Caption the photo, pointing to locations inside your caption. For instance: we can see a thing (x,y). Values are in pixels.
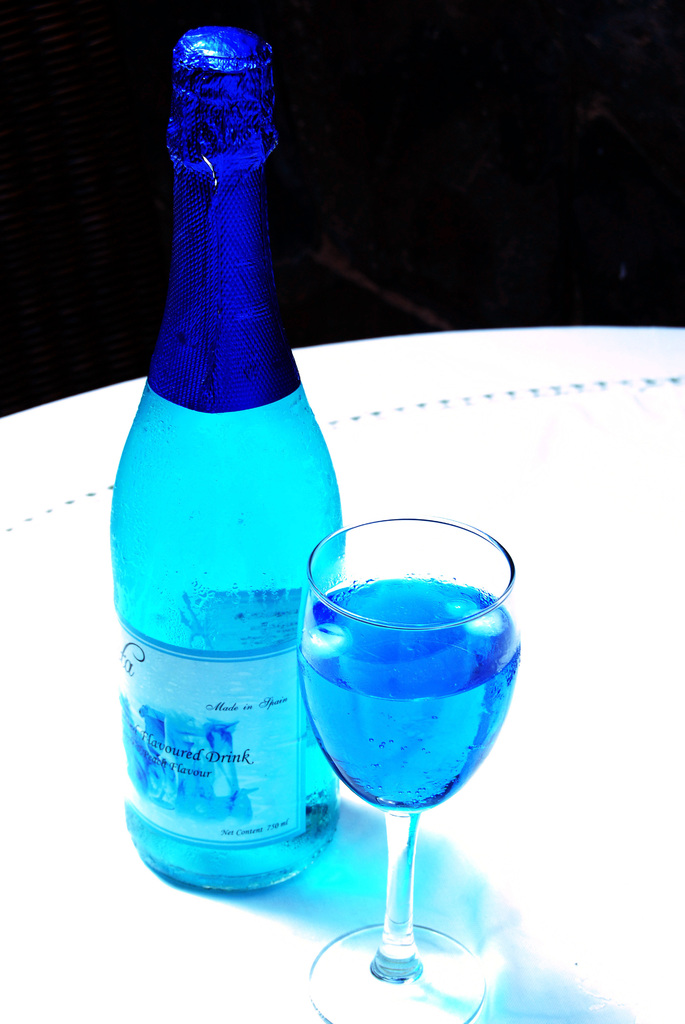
There is a wine bottle (219,489) and a glass of wine (385,683) on the table (38,518).
